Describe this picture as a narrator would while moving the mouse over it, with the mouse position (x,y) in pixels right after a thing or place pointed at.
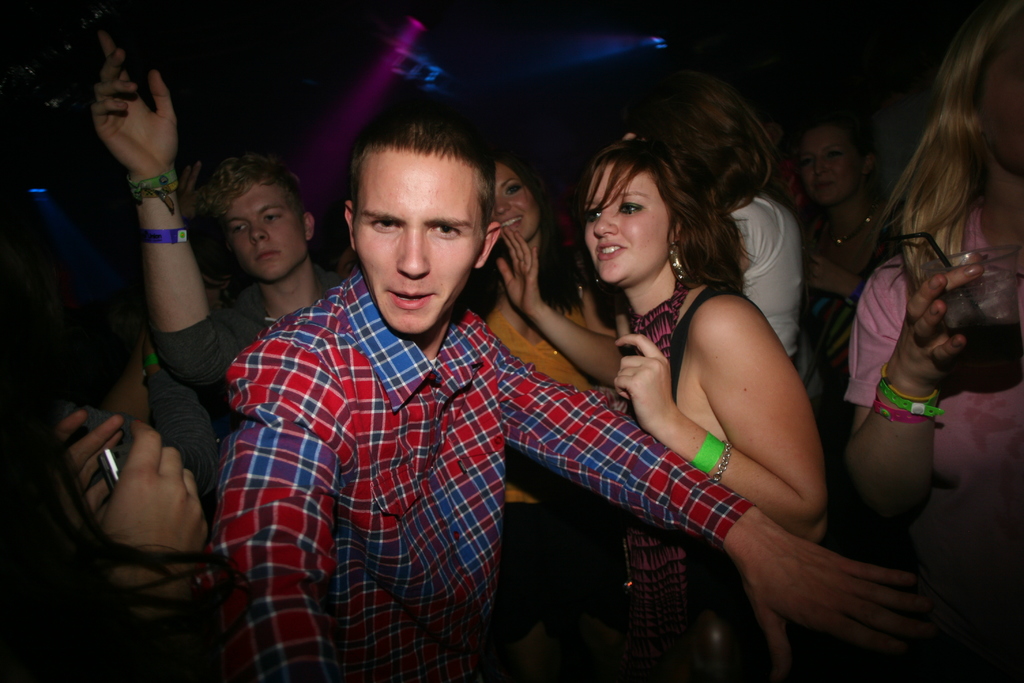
In the foreground of this dark image, there are people (607,382) and it seems like they are dancing and a woman (993,395) is holding a glass (992,350) on the right (976,377) and a person (126,499) is holding a camera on the left (138,460). In the background (628,50), there are few color lights (432,67).
